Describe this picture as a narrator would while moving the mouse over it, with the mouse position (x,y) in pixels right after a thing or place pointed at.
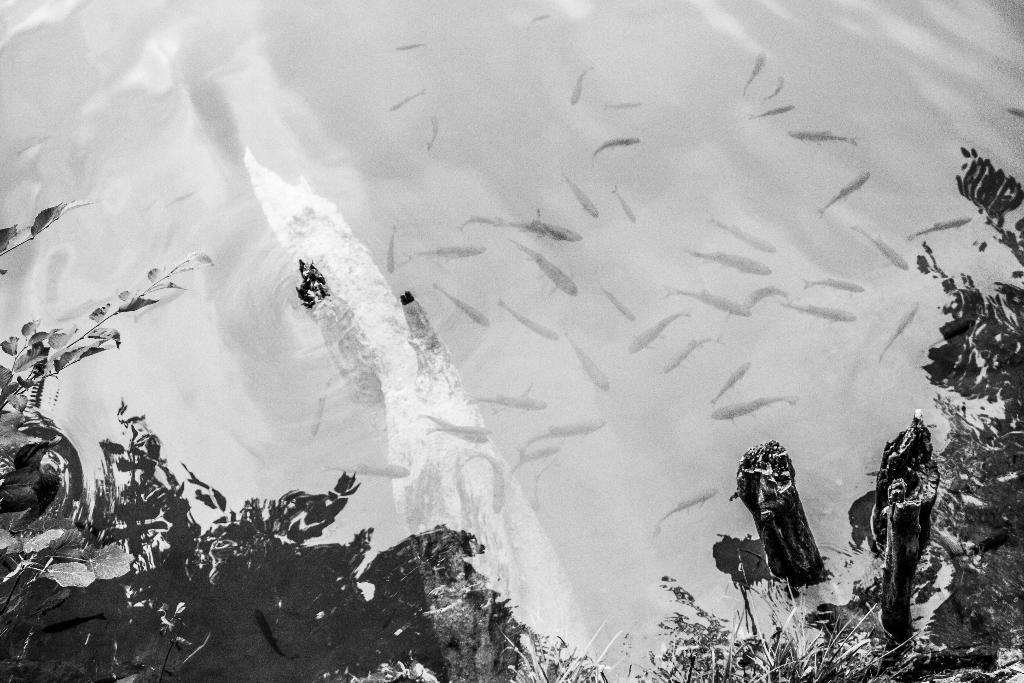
This is a black and white image where we can see the plants (837,667) on the bottom of the image (142,548) and many fishes (868,179) are swimming in the water (574,295).
